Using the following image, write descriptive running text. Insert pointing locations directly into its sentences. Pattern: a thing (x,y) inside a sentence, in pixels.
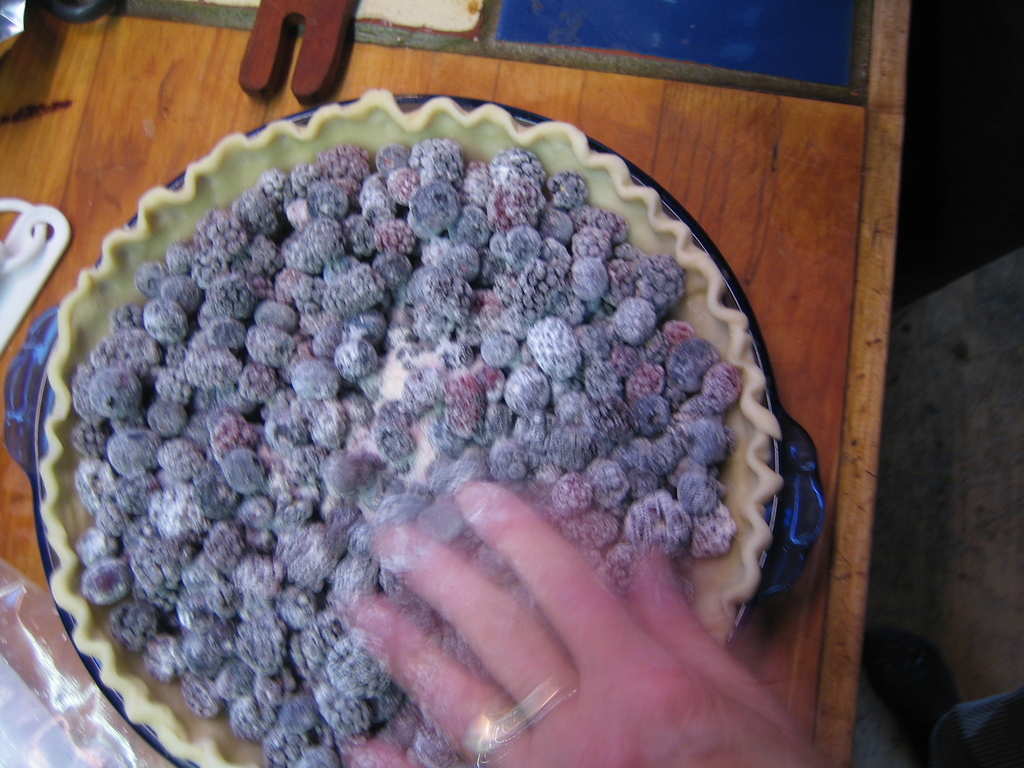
These are the berries (304,401), which are on the plate (802,479). I can see few objects (315,59) and a plate (801,466) are placed on the wooden table (786,151). At the bottom of the image (637,705), I can see a person's hand (639,679) and a leg (973,737).
